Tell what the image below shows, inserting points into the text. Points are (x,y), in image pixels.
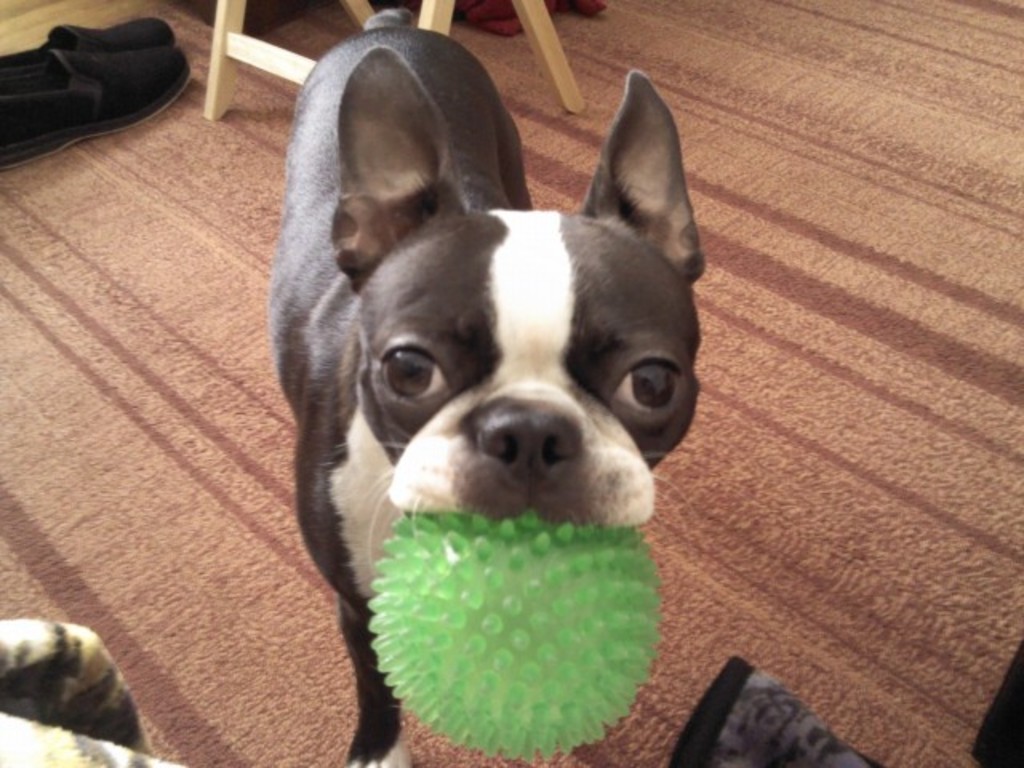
In this image I can see the dog (325,301) which is in black, brown and white color. I can see the green color object (449,599) in the mouth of dog (328,359). To the left (96,90) I can see the shoes (58,87) and the wooden object (223,82). These are on the mat (188,301).
